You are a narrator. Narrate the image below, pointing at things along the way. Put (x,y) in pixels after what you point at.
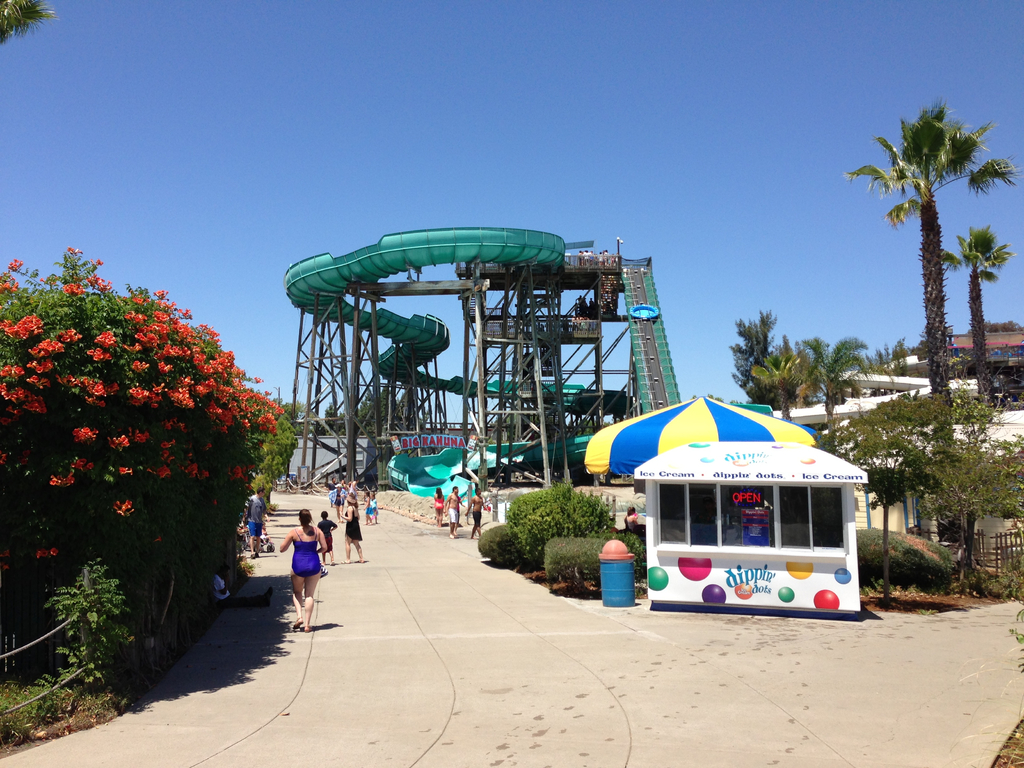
In this image we can see one building (1004,399), one big water coaster (419,461), some iron rods (385,471), two fences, one person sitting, one banner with text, some people (442,505) are walking on the road (557,614), one tent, one shop (728,579) with text (747,457), some people (458,500) are holding objects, some plants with flowers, some objects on the surface (467,521), one dustbin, some trees (761,363), bushes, plants (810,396) and grass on the surface (909,606). At the top (648,240) there is the sky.
